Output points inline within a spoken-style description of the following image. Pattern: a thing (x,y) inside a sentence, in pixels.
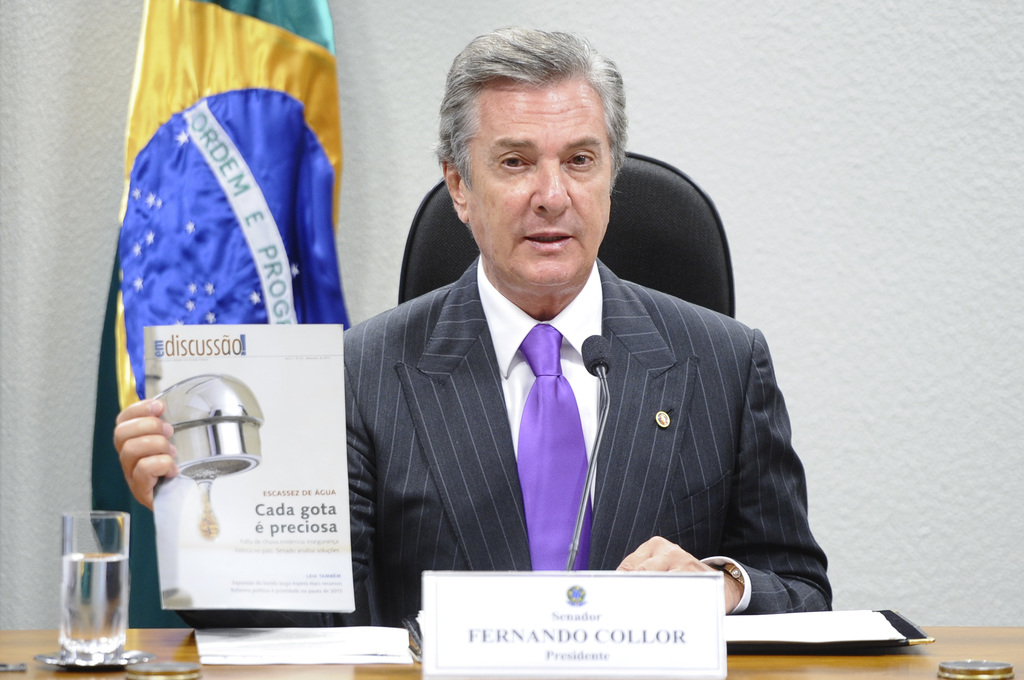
In this picture there is a man (556,50) who is sitting in the center of the image (552,252), on a chair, by holding a paper (193,397) in his hand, there is a table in front of him on which, there is a name plate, glass (89,524), and other papers (764,641) on it, there is a flag (186,280) on the left side of the image (151,259).
